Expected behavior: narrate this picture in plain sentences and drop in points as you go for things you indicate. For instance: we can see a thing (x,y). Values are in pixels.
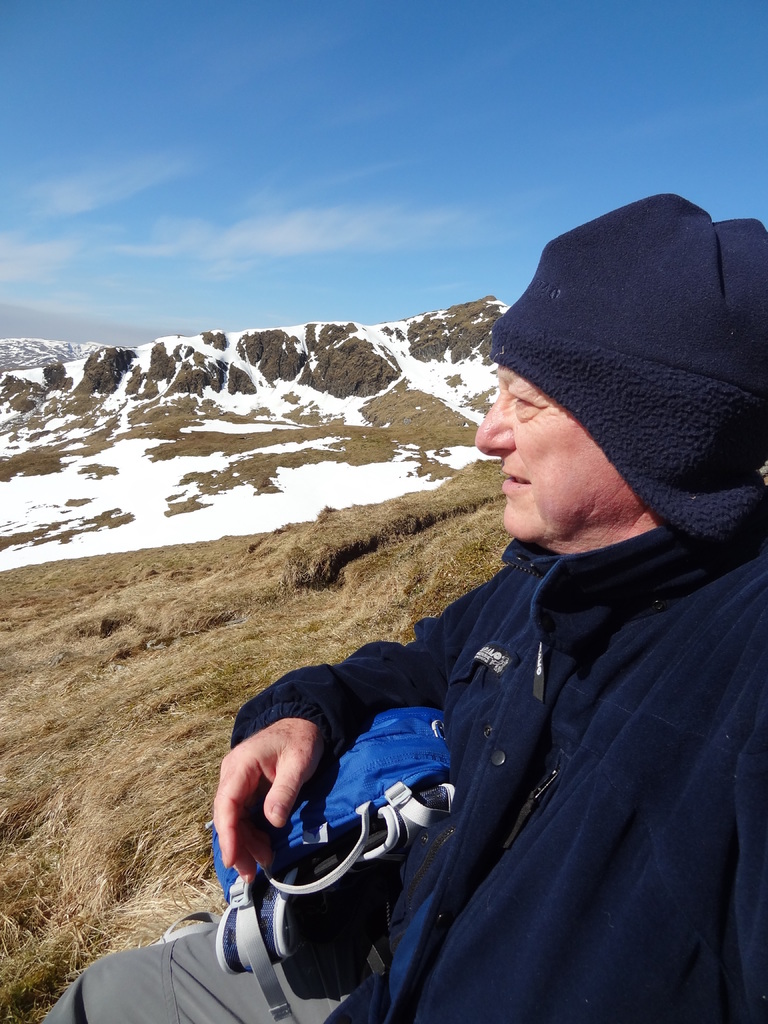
In this image we can see the mountains (221,496), some grass (163,583) on the ground (266,586), snow (57,485) on the mountains (175,392), one man (453,954) sitting and holding an object (312,927). At the top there is the sky (704,94).
